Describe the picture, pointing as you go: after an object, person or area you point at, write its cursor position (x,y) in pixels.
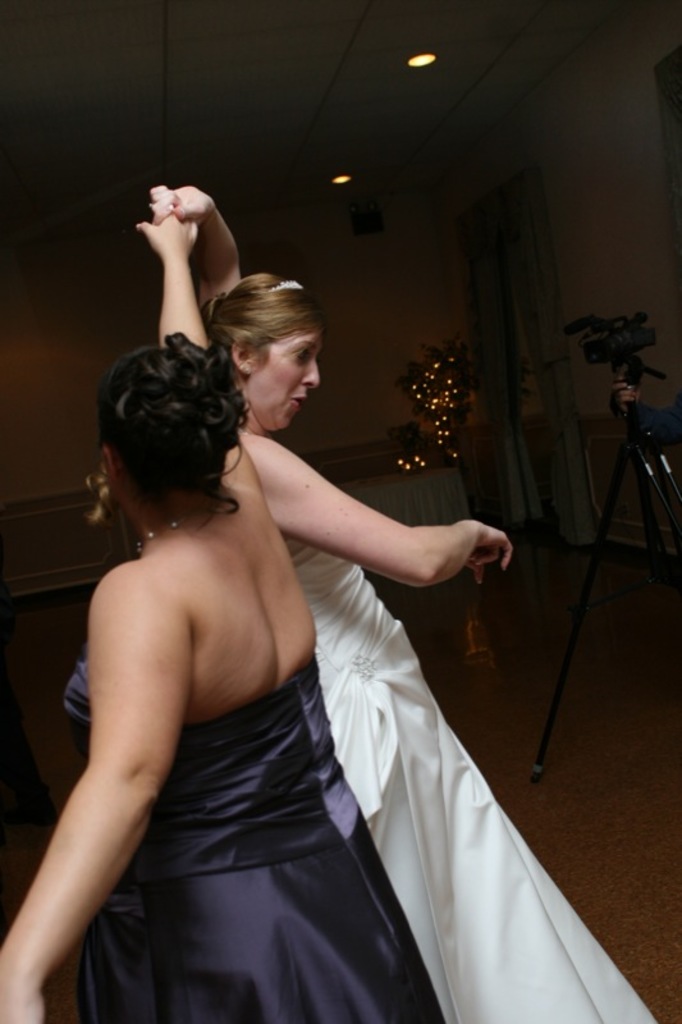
In this picture we can see there are two women (157,610) dancing on the floor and on the right side of the women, a person (670,423) is holding a tripod stand (636,404) with a camera (610,357). Behind the people (213,573) there are plants (434,416) with decorative lights (420,411) and a curtain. At the top (351,181) there are ceiling lights (419,59).
